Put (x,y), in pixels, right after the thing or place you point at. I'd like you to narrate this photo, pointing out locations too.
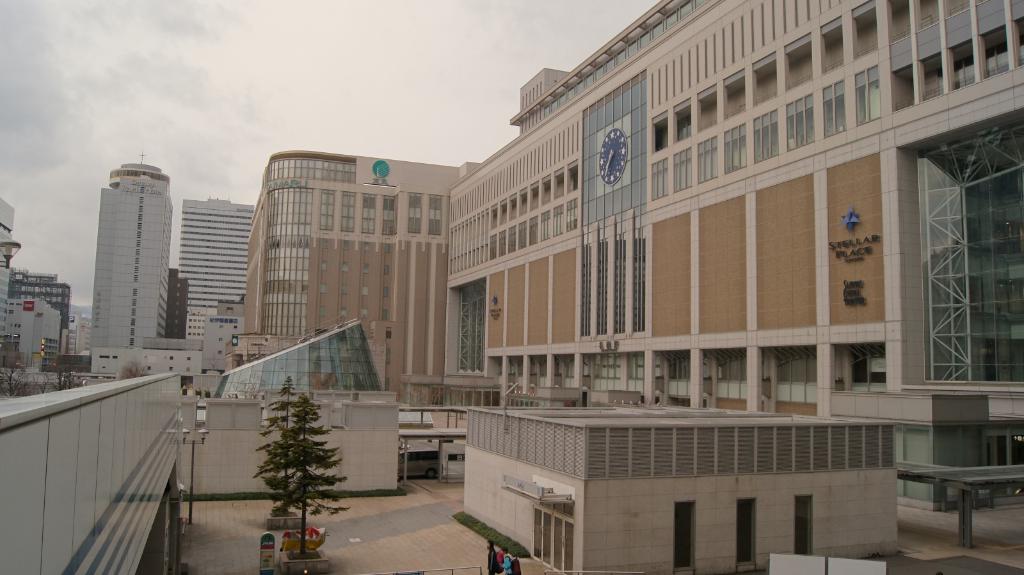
In this picture we can see buildings (290,276), here we can see people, trees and some objects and in the background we can see the sky (174,255).
